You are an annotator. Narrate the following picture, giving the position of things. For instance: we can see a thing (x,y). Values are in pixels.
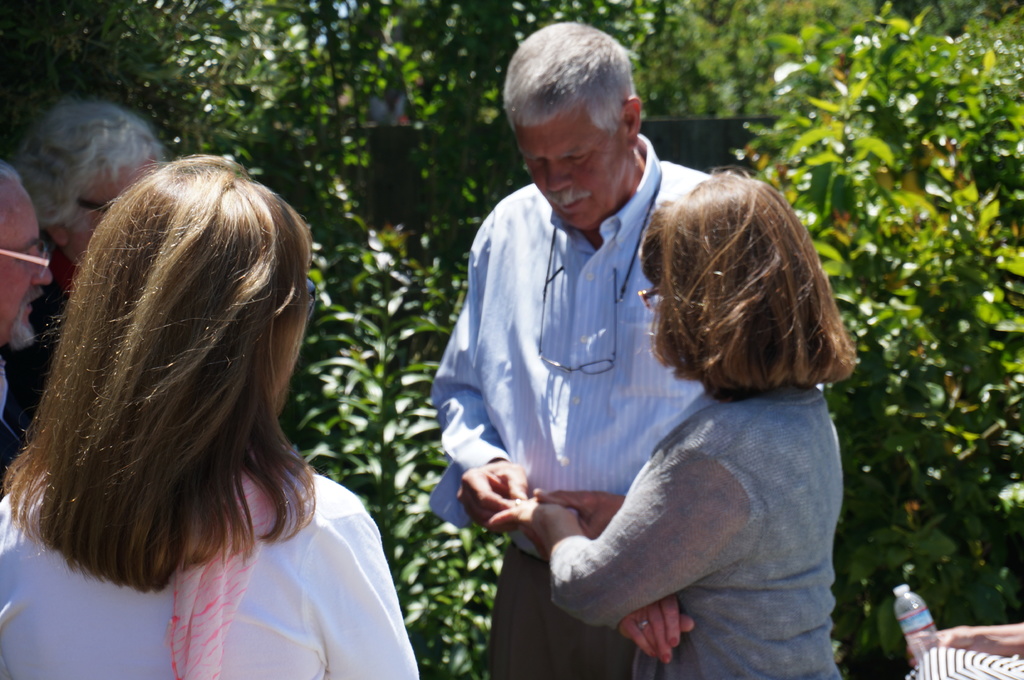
There are people (511,626) standing. Background (970,228) we can see trees (833,204).
